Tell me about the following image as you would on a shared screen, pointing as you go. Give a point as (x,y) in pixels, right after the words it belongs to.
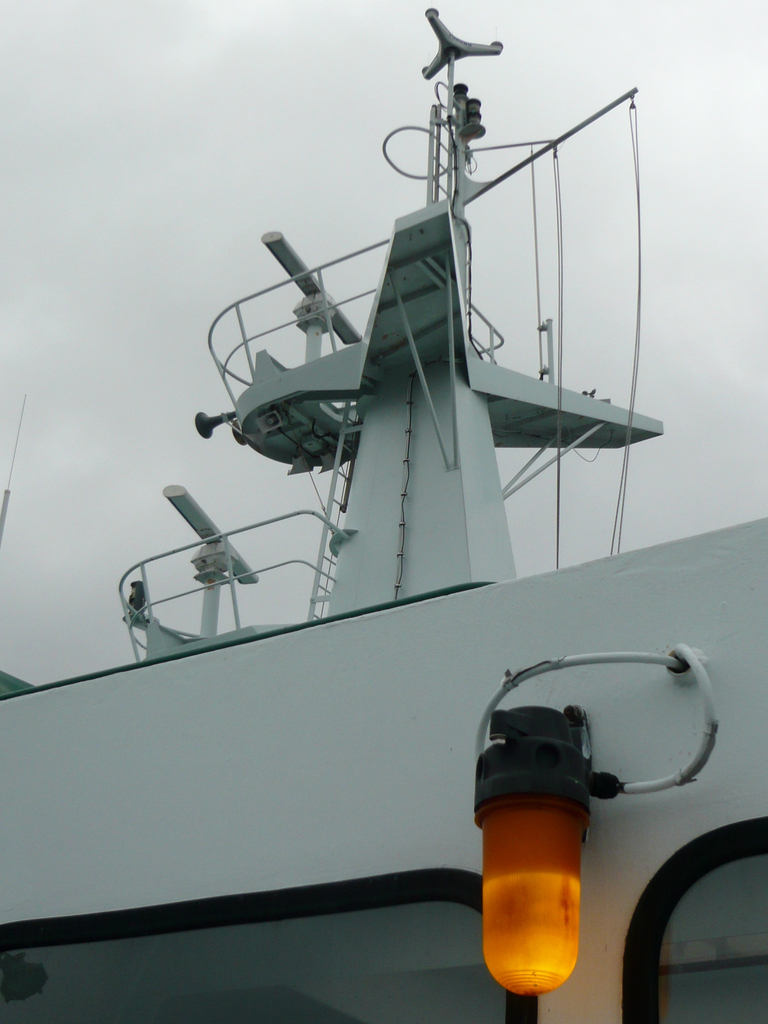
In this image I can see a light (577,956) in the front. There are wires (613,542) and white fences (291,561) above it. It looks like a ship (242,792) and there is sky (233,172) at the top (139,172).
